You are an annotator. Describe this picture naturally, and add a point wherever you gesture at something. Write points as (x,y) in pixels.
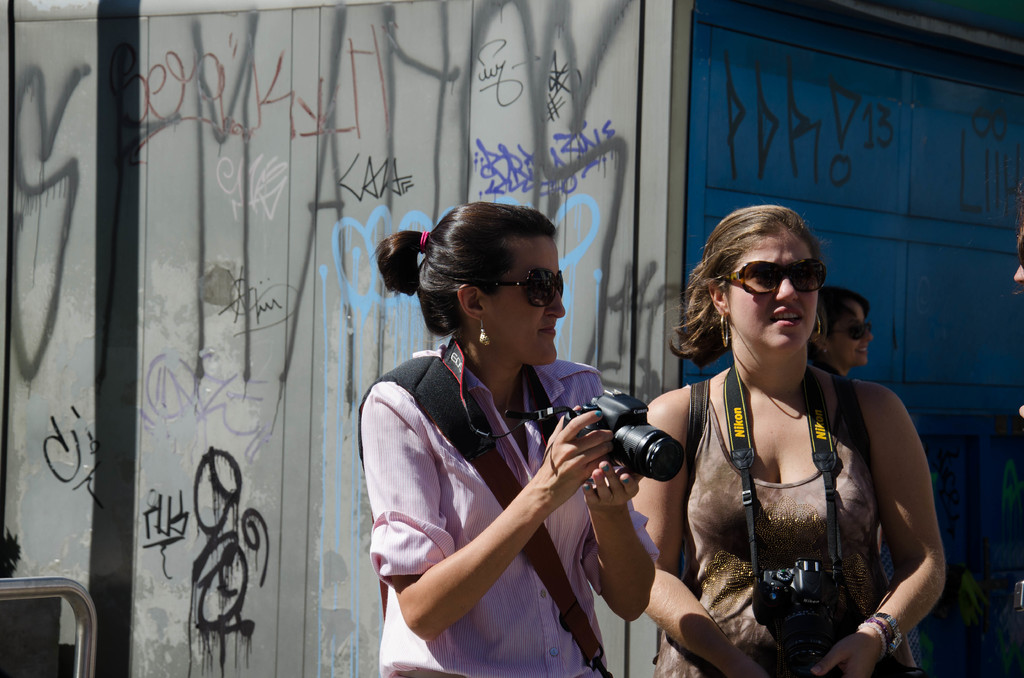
In this image there are two people (549,385) holding the camera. Behind them there is a wall (255,318) with a painting (547,171) on it. On the left side of the image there is a metal rod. On the right side of the image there are a few other people (1023,267).
